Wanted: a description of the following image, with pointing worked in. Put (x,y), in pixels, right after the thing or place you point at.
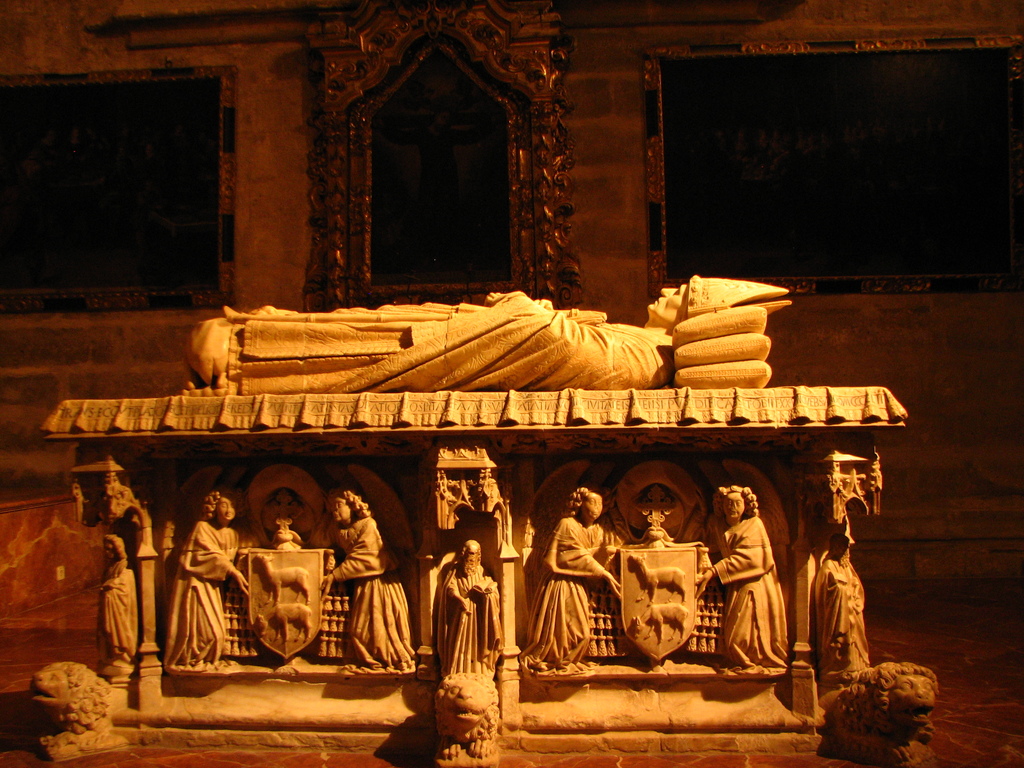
In this image, we can see some sculptures (855,610) carved, in the background (82,542) we can see a wall (274,300) and there are some frames (19,232) on the wall (243,174).
